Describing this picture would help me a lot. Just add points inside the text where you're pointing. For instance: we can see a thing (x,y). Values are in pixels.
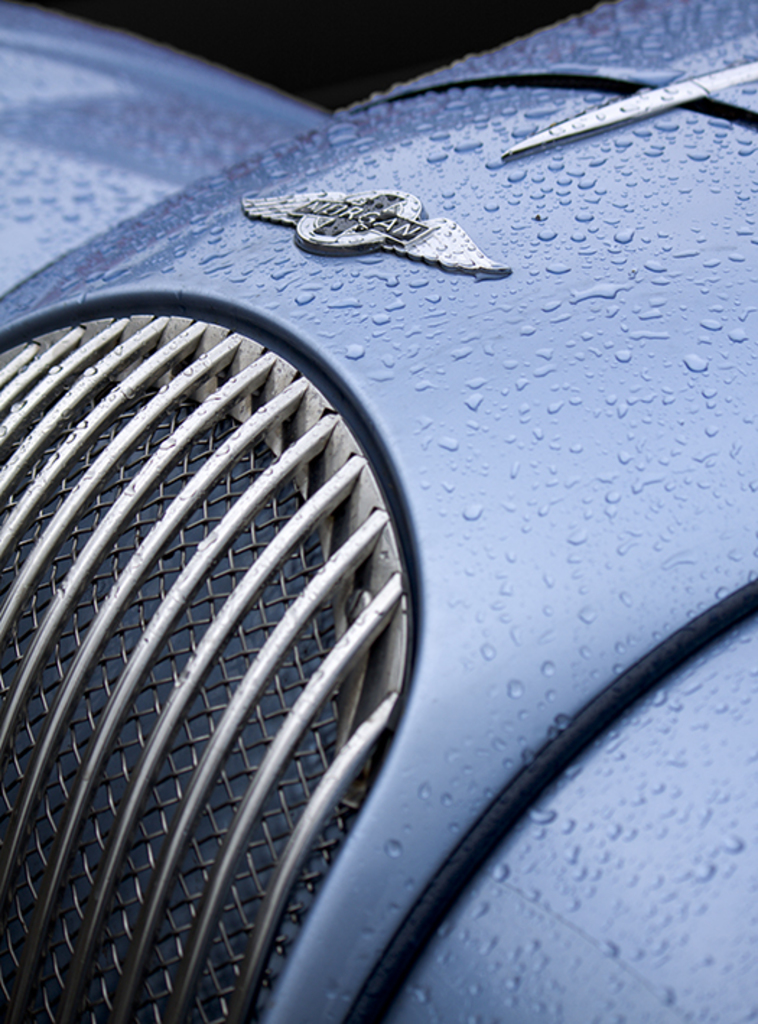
In this image a blue colour thing (423,529) and on the top side of the image (314,238) I can see something is written.
